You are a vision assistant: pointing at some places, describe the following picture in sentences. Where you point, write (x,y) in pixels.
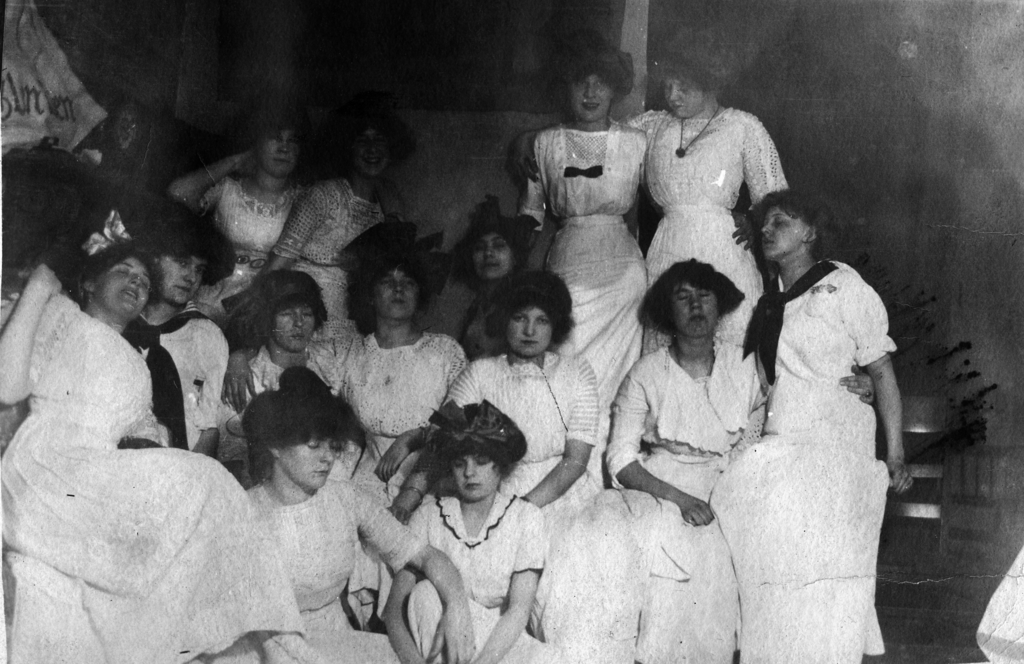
This is a black and white picture. We can see women (177,419) in the white dress (68,401), few are standing and few are sitting. Background of the picture is blur.
